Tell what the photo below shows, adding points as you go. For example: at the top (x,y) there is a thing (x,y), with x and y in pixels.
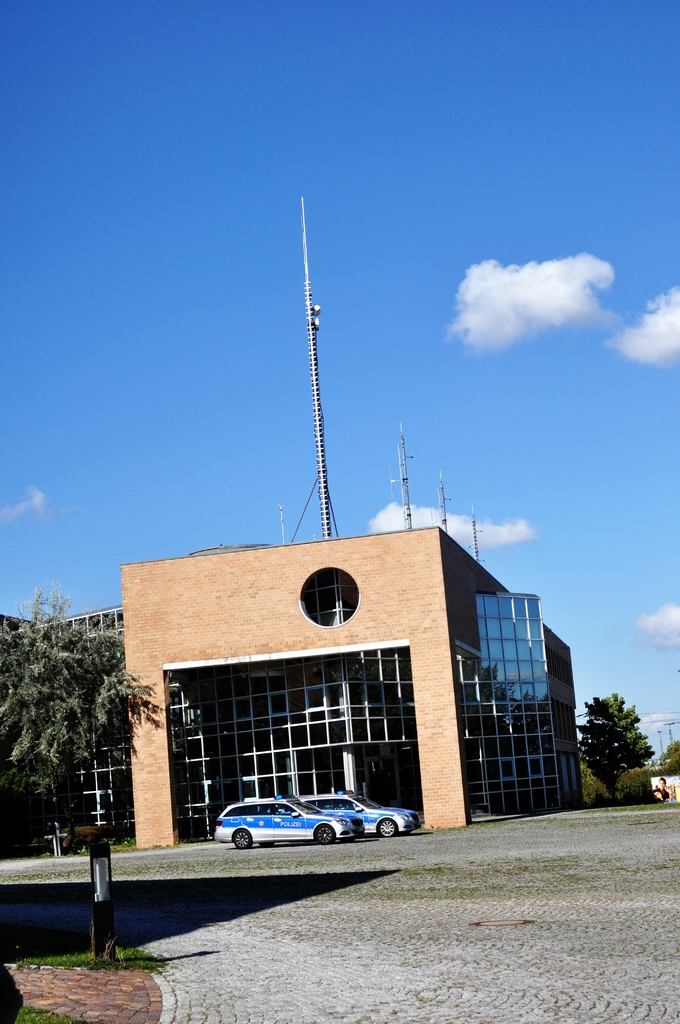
In this image in the center (370,572) there is one house (270,785) and some cars (303,823), trees (45,643) and poles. At the bottom (246,949) there is a walkway (360,947) and a pole (100,856), and at the top of the image (372,69) there is sky (394,142).
